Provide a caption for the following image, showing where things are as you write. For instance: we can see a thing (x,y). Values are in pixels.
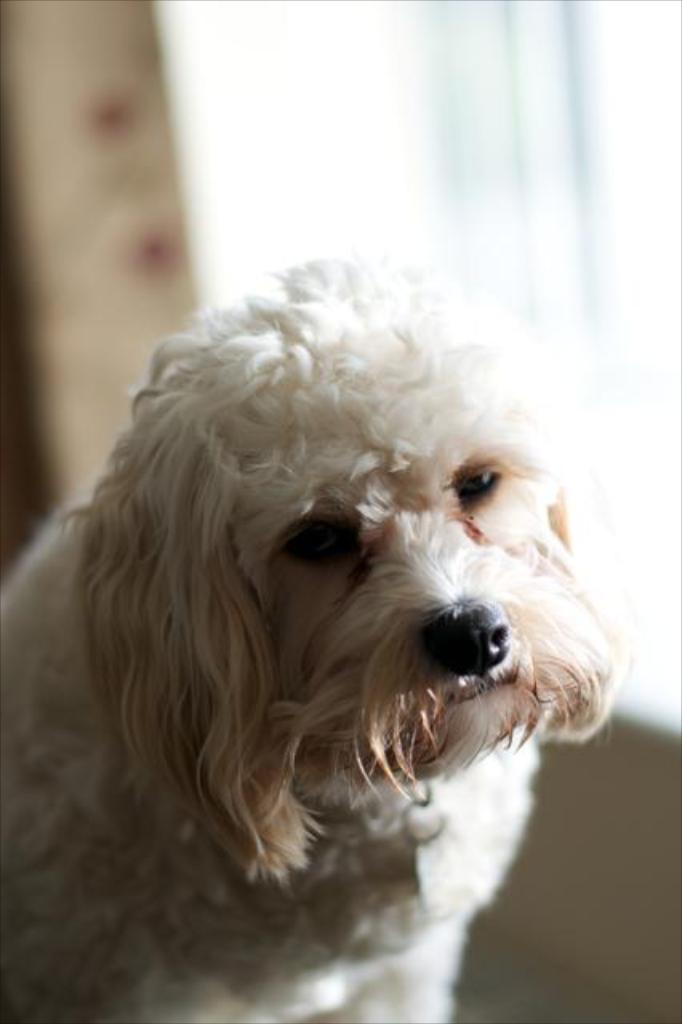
This is white color dog (322,668).
